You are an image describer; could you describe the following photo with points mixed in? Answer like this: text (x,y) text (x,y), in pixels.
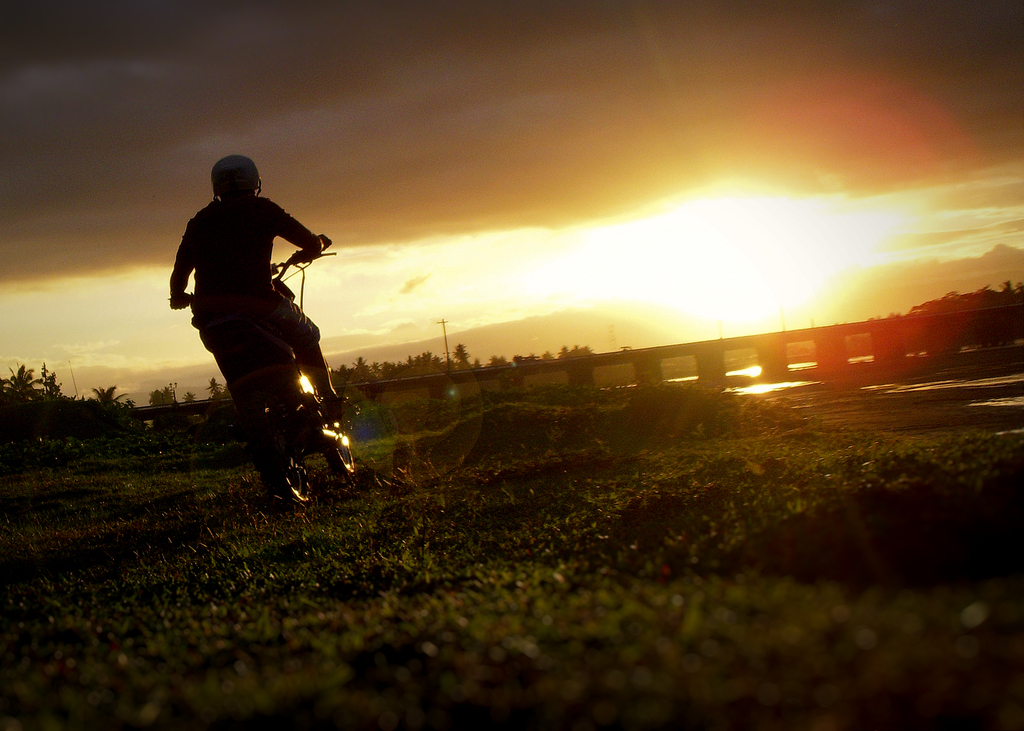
In this given picture, I can see a person (331,403) riding a bike (262,401) and i can see certain trees (83,401) which includes with electrical pole (444,342) and i can see river (983,388) and water (1004,399) passing through this lane (759,379) and i can see bridge (841,346) which is build with pillar (763,368) and sky (755,241), Sun (707,241).
